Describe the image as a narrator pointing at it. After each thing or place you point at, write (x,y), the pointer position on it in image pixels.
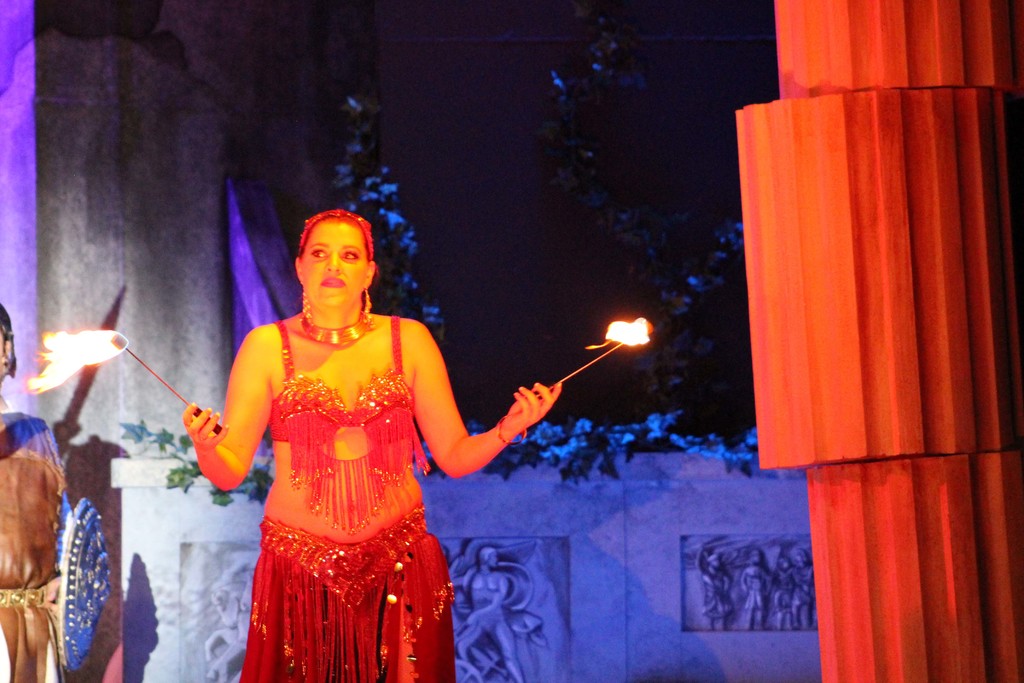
In this picture I can see a woman (327,609) holding fire sticks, there are sculptures (766,594), plants (537,442), pillar (761,124), and in the background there are trees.
